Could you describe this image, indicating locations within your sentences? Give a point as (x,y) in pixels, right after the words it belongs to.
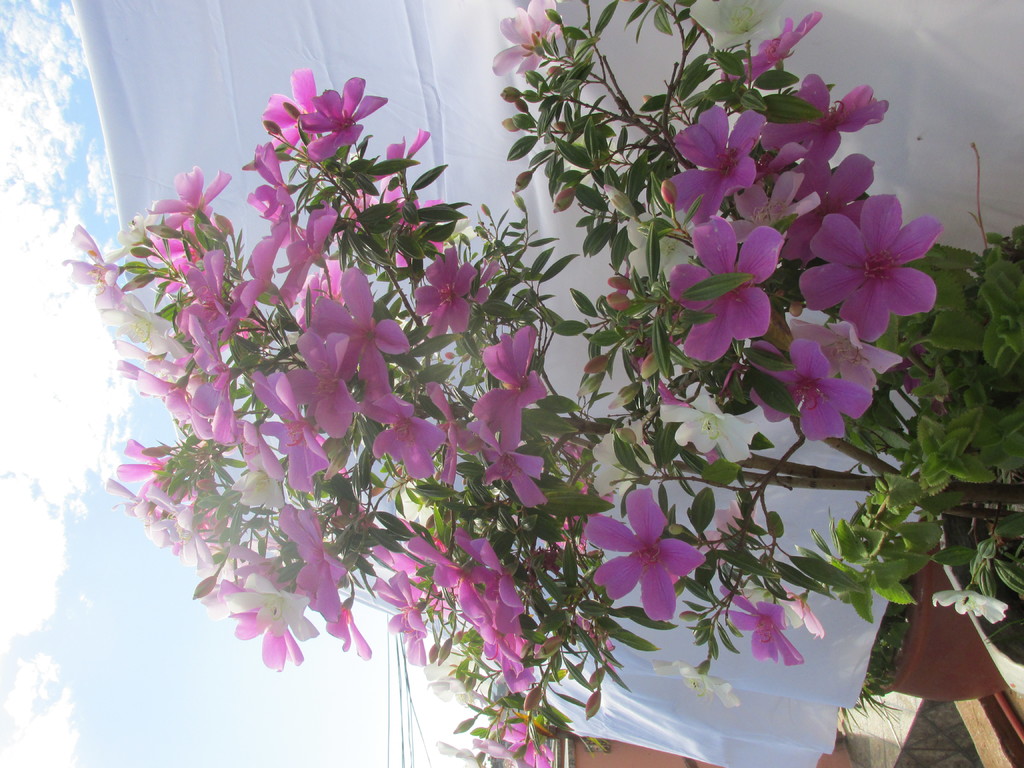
This is a tilted image, in this image on the left side (151,679) there is a sky (182,574), on the right side (953,405) there is a plant (855,399), for that plant (875,434) there are flowers (529,392), in the background (147,77) there is a white curtain (545,194).
